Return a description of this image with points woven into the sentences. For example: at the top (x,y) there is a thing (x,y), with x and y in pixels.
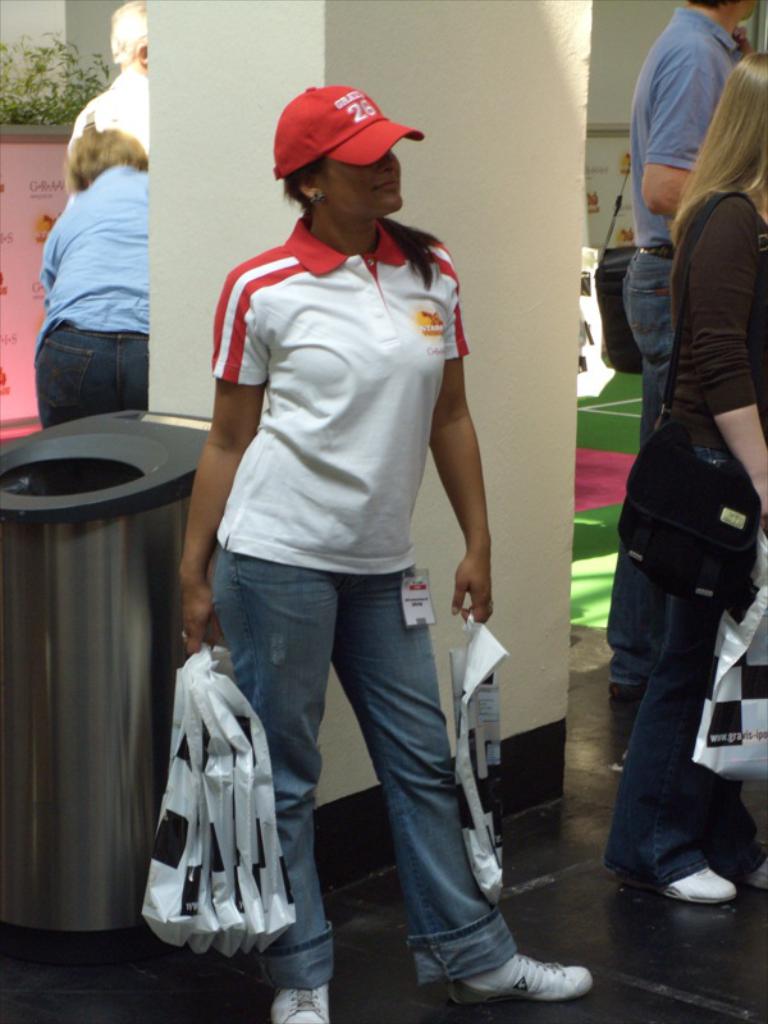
In this image I can see a woman (332,400) wearing white, red and blue colored dress (310,445) is standing and holding few bags (204,843) in her hand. In the background (104,575) I can see a bin (78,504), a pillar (239,155), few persons (37,357) standing, few plants (30,105) and the wall (640,20).
